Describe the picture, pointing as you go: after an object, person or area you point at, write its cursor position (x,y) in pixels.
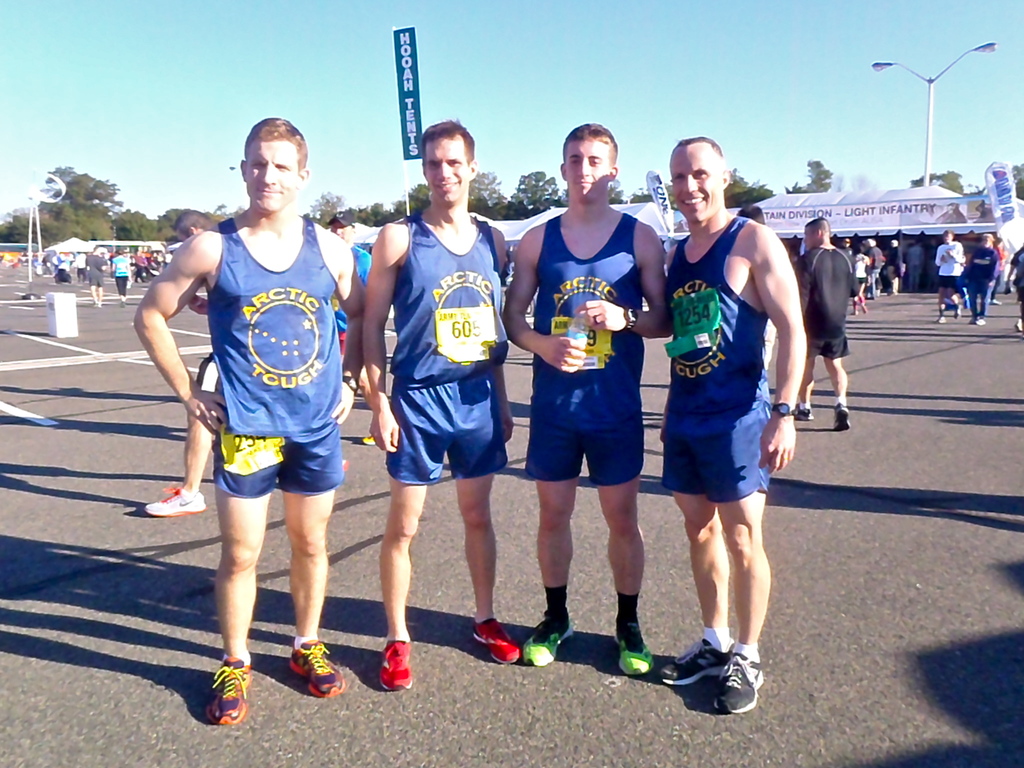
Here we can see four persons (468,387) are standing on the road (507,735) and they are smiling. He is holding a bottle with his hand (603,305). Here we can see tents (935,222), poles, board (412,48), lights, trees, and few persons (1002,271). In the background (432,70) there is sky (516,86).
